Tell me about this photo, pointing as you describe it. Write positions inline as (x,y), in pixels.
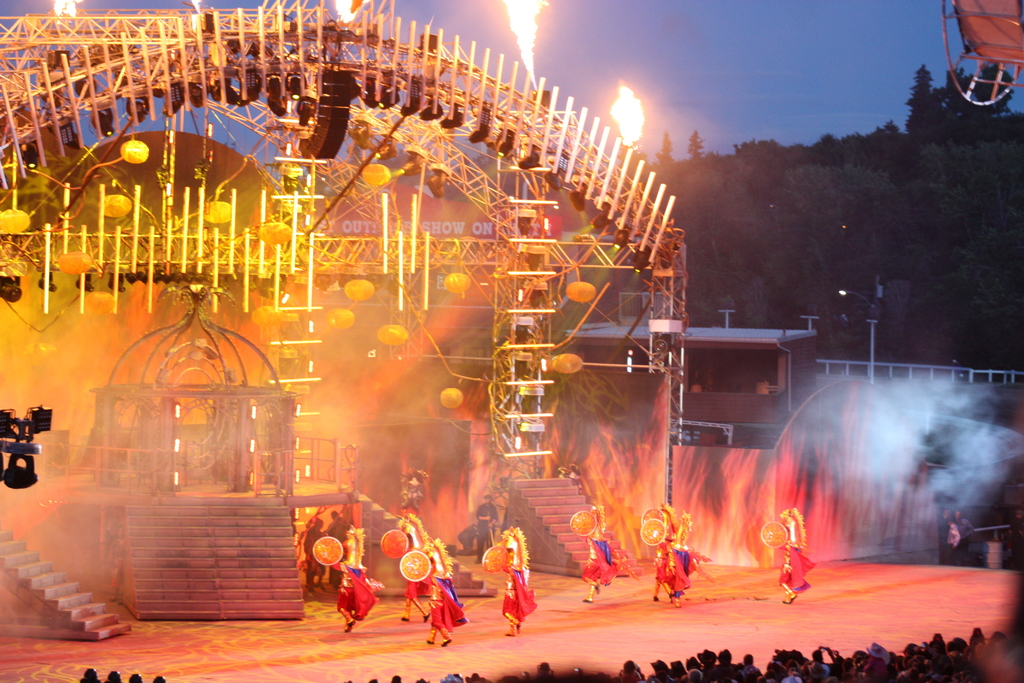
In the center of the image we can see people (688,551) performing. They are all wearing same costumes (426,587). At the bottom (473,675) there is crowd (878,673). In the background (79,589) there are stairs (139,560), lights (209,216) and we can see fire (525,36). On the right (749,89) there are trees (994,291), fence (986,369), pole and sky (745,74).
